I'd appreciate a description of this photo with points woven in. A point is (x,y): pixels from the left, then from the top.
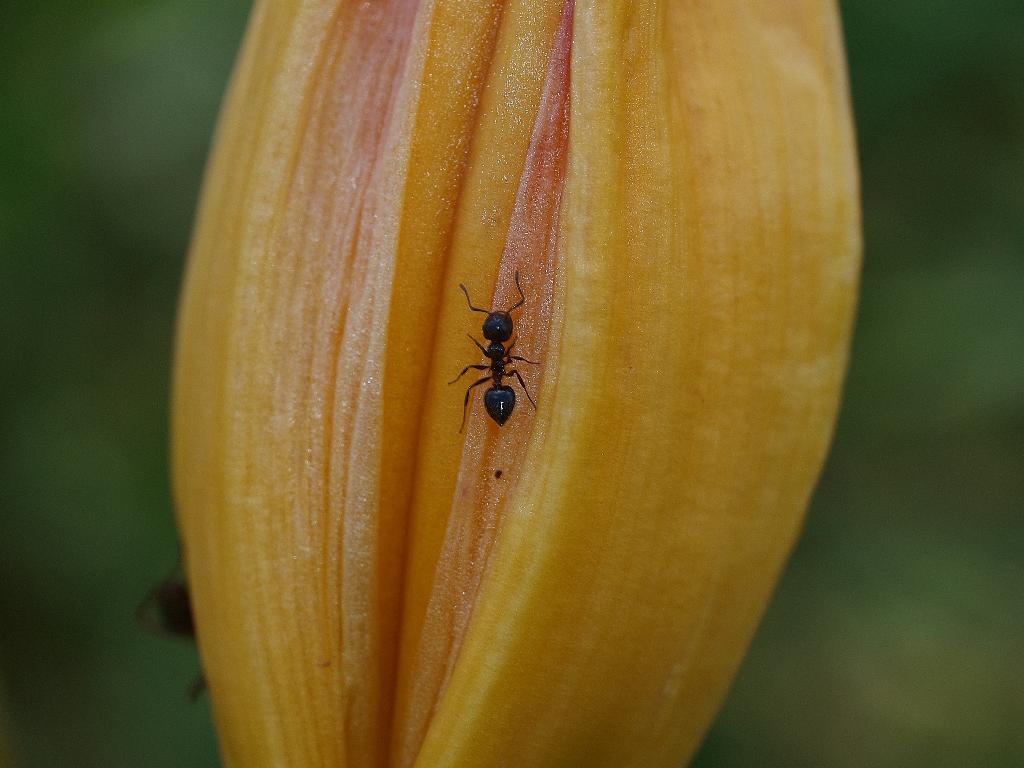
In this picture we can see one insect (494,390) on the bud (515,508), which is yellow in color.
